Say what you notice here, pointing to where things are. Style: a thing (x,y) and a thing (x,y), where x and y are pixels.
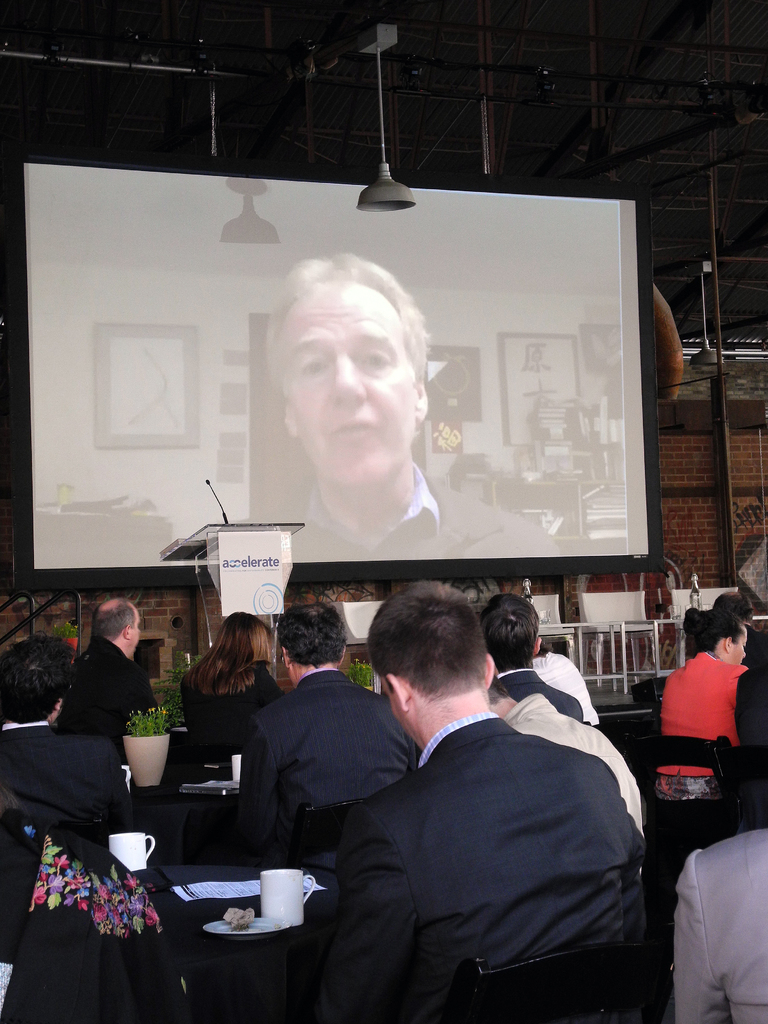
In this image there are so many people (585,926) sitting on chairs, in front of them there is a mic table (235,566), chairs (675,589) and projector screen (44,265) on the stage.
